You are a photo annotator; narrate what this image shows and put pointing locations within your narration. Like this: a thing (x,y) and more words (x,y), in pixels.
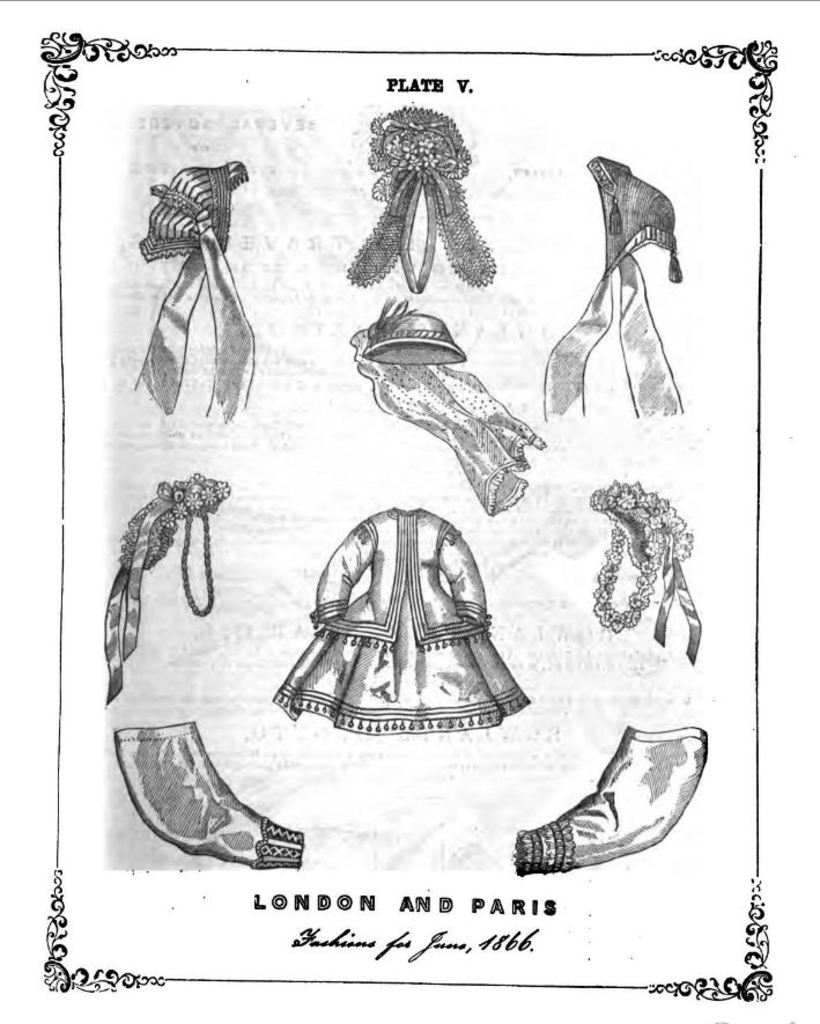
In this image I can see a drawing (209,837) of clothes (438,729) and accessories (619,778), there are borders (73,94) and some matter (399,953) is written at the bottom (379,960). This is a black and white image.
